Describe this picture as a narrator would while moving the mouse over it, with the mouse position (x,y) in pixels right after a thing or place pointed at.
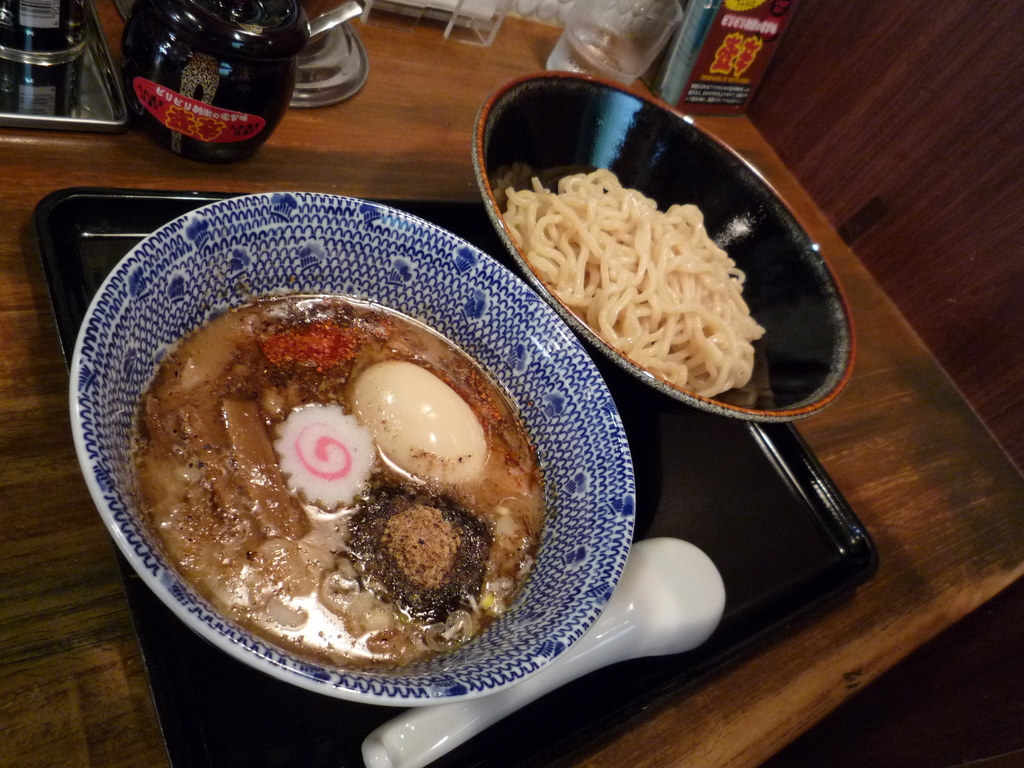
In this image we can see two different food items (637,282) are present in different bowls (551,327). The bowls (388,276) are in the black color tray (741,500) with one spoon (685,605). The tray (79,233) is on the wooden surface (935,516). At the top of the image (176,28), we can see utensils (348,19), container (587,30), kettle (264,40), tray (110,89) and a box (744,38).
